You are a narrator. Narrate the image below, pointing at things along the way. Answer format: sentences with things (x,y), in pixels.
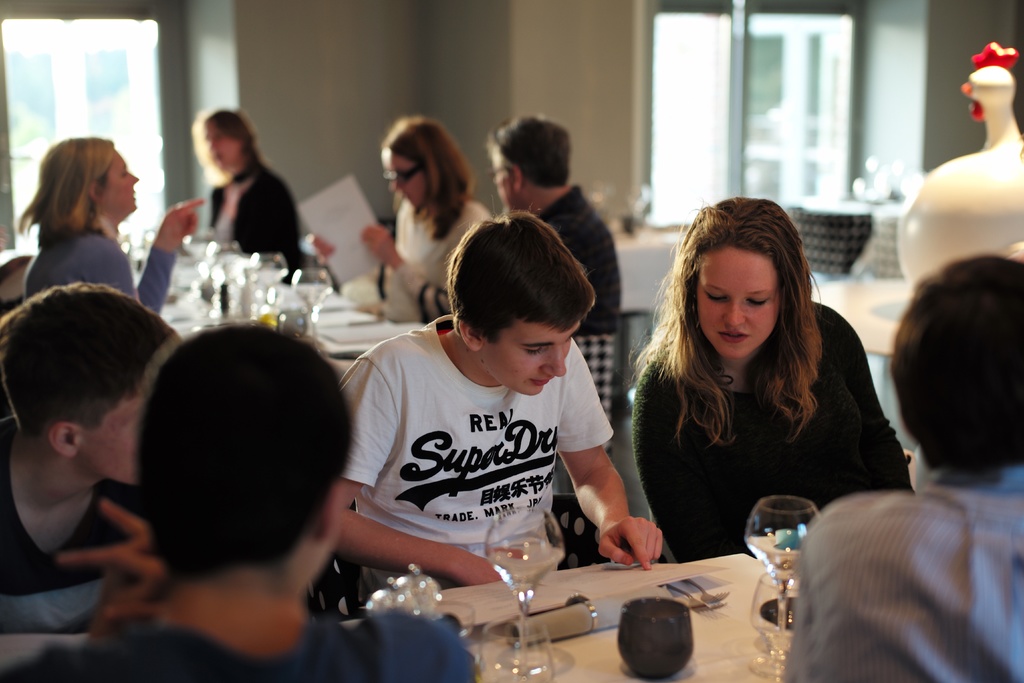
In this image there are group of people (440,473) sitting on the chair (329,583). On the table (714,623) there is a glass (522,576).
